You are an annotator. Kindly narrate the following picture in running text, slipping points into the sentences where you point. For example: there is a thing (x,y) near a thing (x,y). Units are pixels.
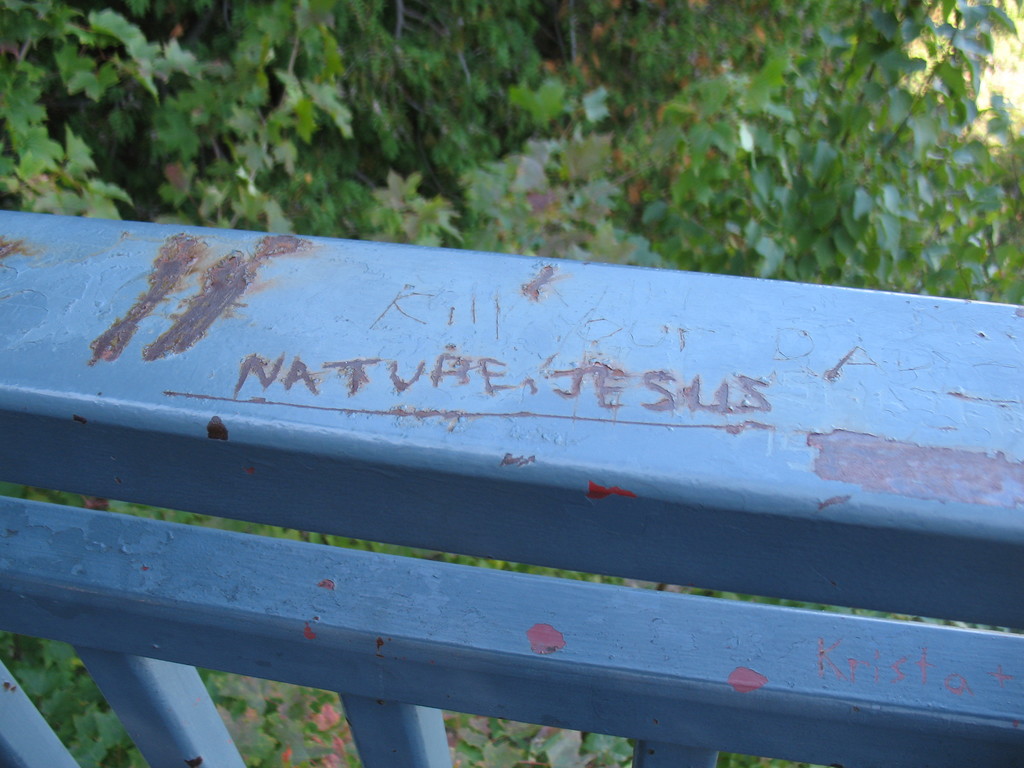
In the background (384,86) we can see the green leaves (523,98). This picture is mainly highlighted with the railing (522,451) which is in blue color. We can see the formation of rust (211,291) and there is something written.
